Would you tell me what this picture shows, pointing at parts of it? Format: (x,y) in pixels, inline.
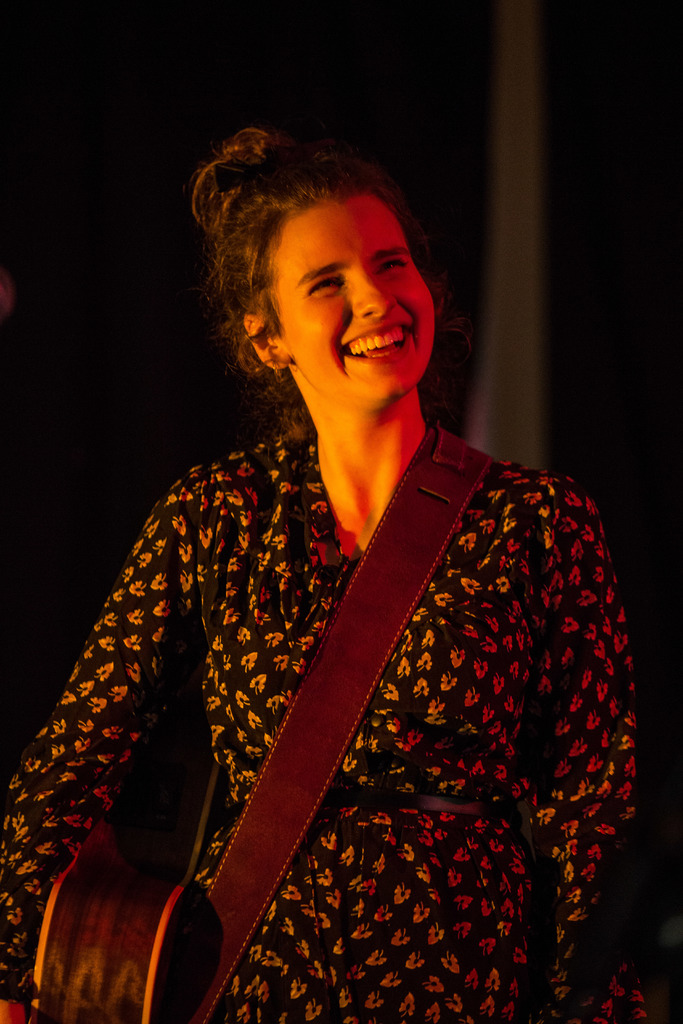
The woman (475,648) in the middle of the picture (450,655) is standing. She is wearing the brown guitar strap (219,961). She is smiling. In the background (83,385), it is black in color and this picture is blurred in the background (32,355).
